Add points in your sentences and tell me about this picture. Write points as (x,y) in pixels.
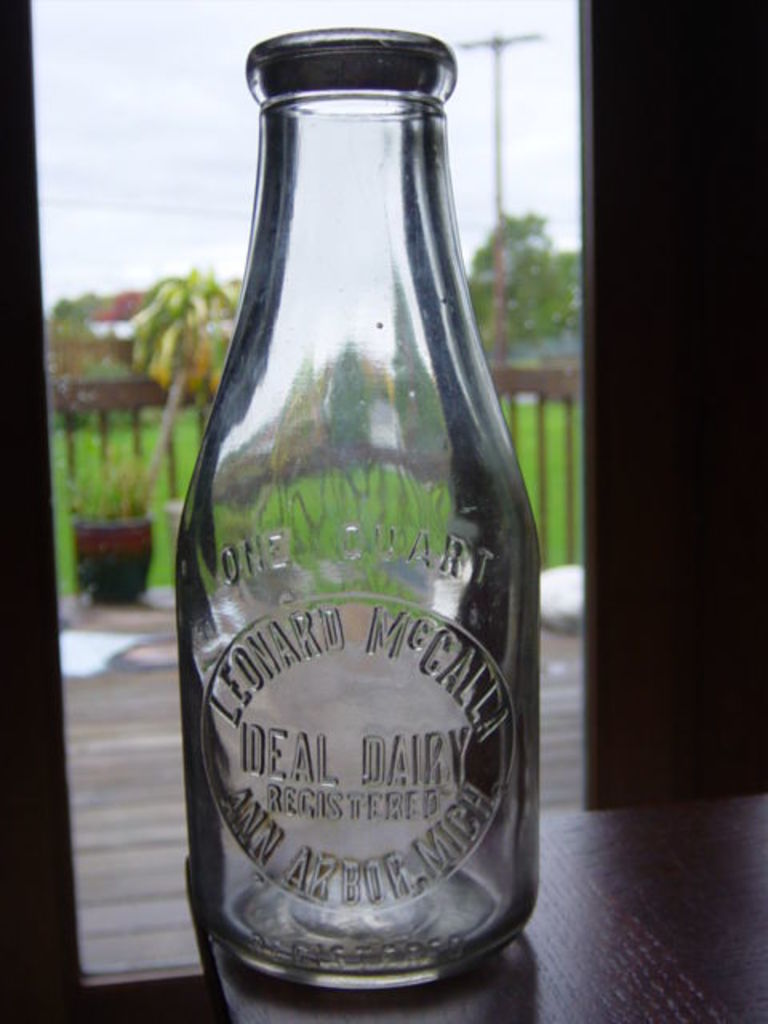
In the center (372,635) we can see the bottle (408,752) on the table (565,884). Back we can see sky (131,194), pole (497,106), plants (108,457), grass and trees (554,269).
